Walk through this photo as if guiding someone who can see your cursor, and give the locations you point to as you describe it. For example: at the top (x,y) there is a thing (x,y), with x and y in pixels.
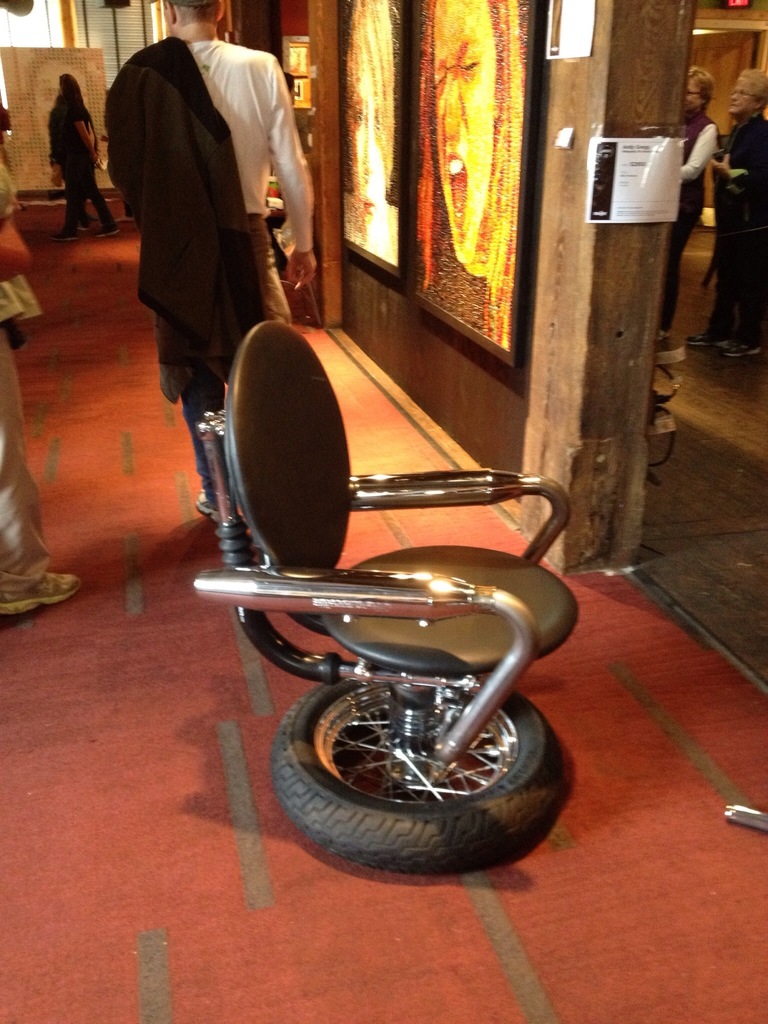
there is a chair (409,507). behind that there are people (156,161) walking. at the right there are photo frames (399,139).
